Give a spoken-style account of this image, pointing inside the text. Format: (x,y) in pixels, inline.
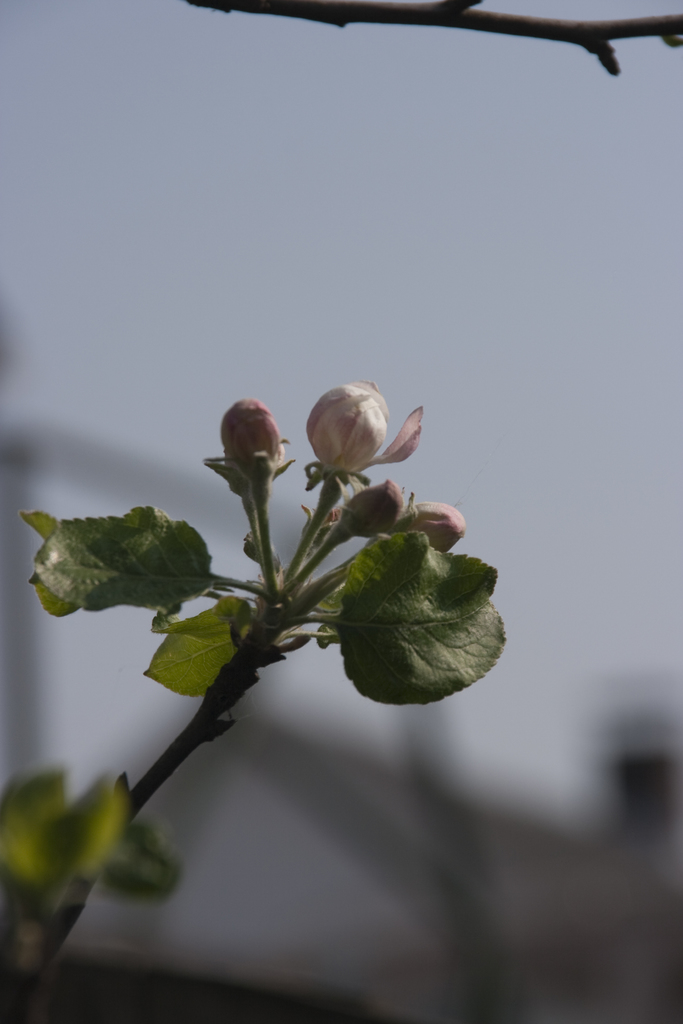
In this picture we can see small flowers (356,423) with green leaves (203,670) and stem (118,822).
